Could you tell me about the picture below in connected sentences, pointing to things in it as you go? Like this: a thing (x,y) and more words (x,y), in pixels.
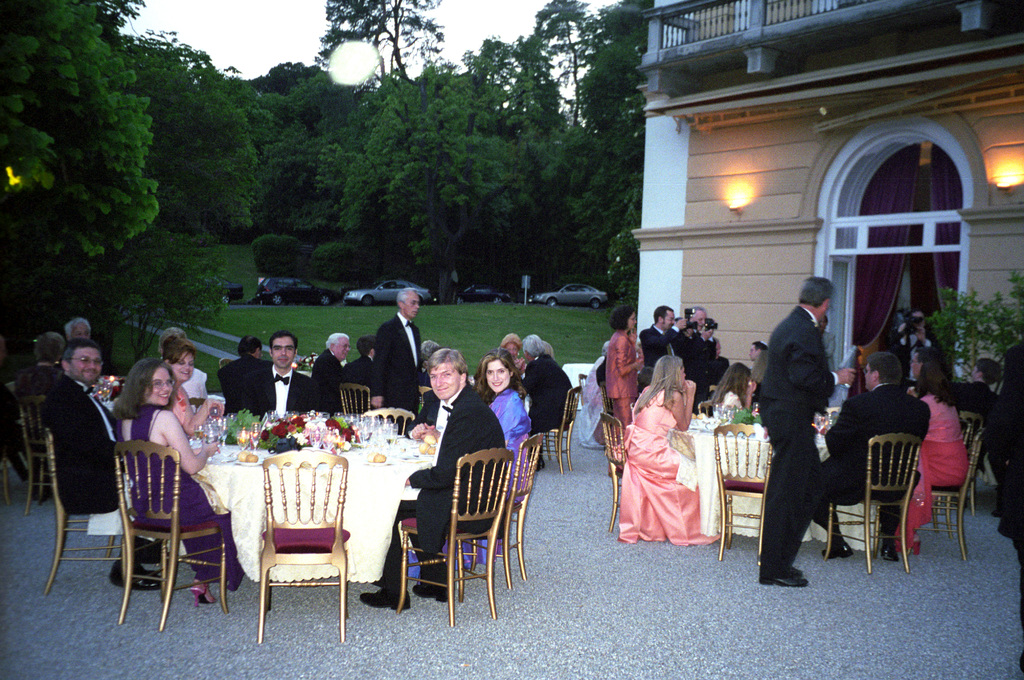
This is a building (668,198). Out of which, it consists of tables (319,515) and chairs (324,530). Many people (169,481) are seated around the tables (323,502). This is the grass (460,333) behind them. There are many trees (458,204) and many cars (398,285) standing over here. All the men (446,420) in the meet are suited up.
